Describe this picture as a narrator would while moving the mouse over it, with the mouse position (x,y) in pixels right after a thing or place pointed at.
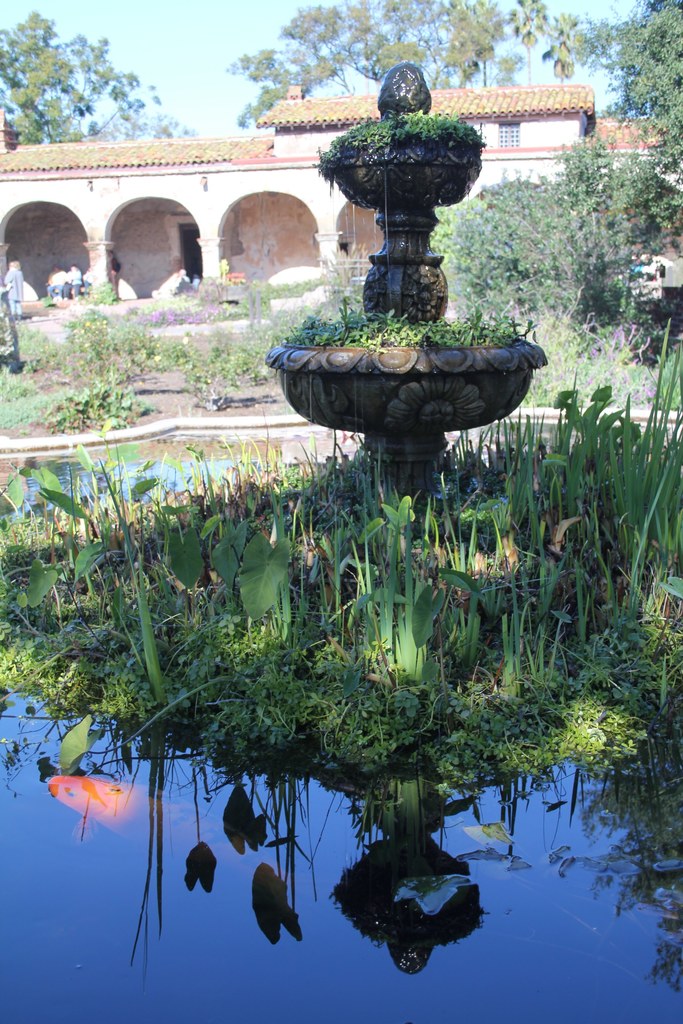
At the bottom of the image (402,1000) there is a fountain (471,171), in the fountain (204,829) there is a fish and water (11,864) and plants (597,563). Behind the fountain (403,142) there are some trees (603,161) and building (39,244). Behind the trees (37,28) there is sky (73,34). In the building (79,209) few people (183,278) are standing.
